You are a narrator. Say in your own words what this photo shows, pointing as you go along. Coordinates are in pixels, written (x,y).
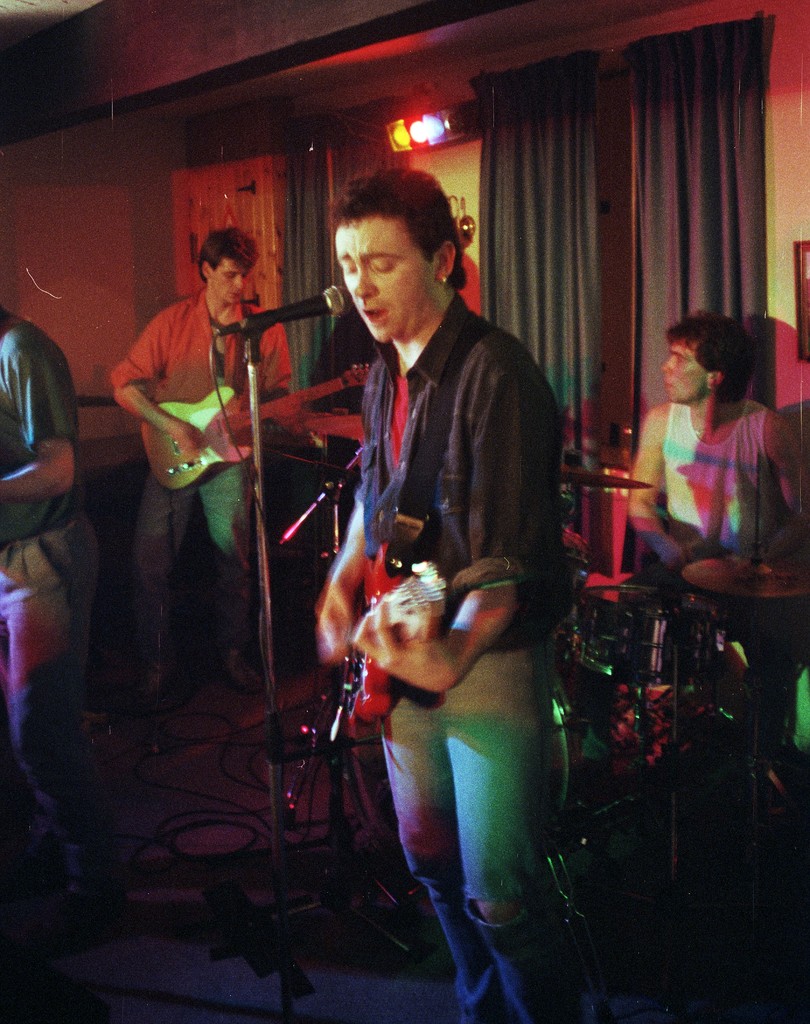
This picture shows two men (408,331) standing and playing guitar (399,617) and singing with the help of a microphone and we see a man (770,541) seated and playing drums (730,715).
